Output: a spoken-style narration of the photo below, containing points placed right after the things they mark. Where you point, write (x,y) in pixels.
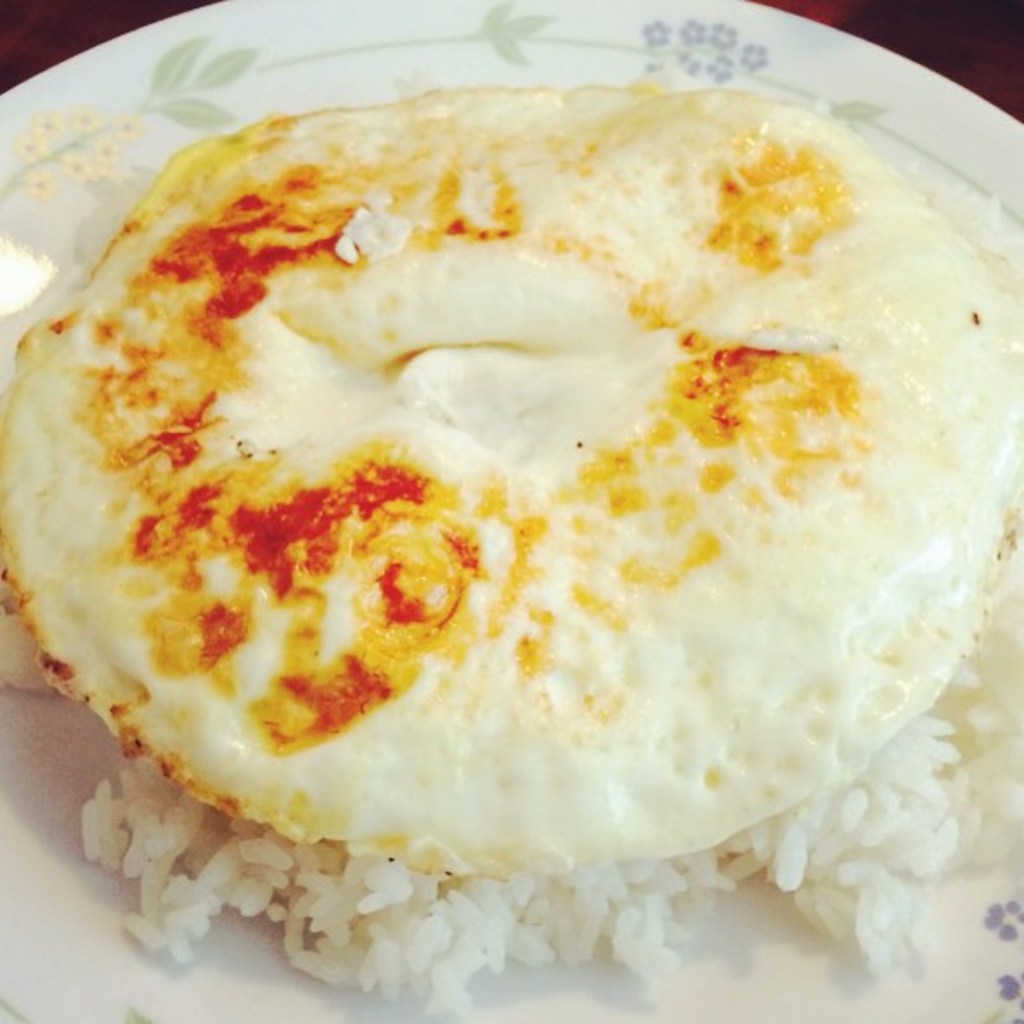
Here we can see half boiled omelette (424,378) on a rice (459,910) in a plate (629,1003).
